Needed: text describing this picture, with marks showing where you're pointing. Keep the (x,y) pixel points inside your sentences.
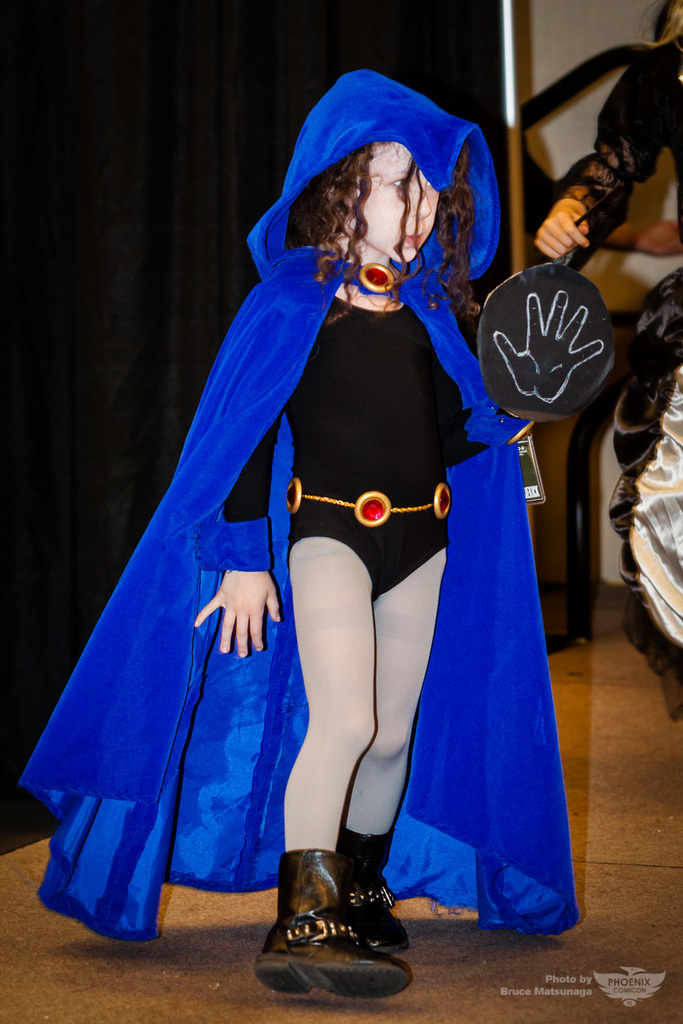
In this image we can see a child (285,683) wearing costume (389,685) and standing on the floor (401,913). In the background (55,568) there is a curtain (62,101).
